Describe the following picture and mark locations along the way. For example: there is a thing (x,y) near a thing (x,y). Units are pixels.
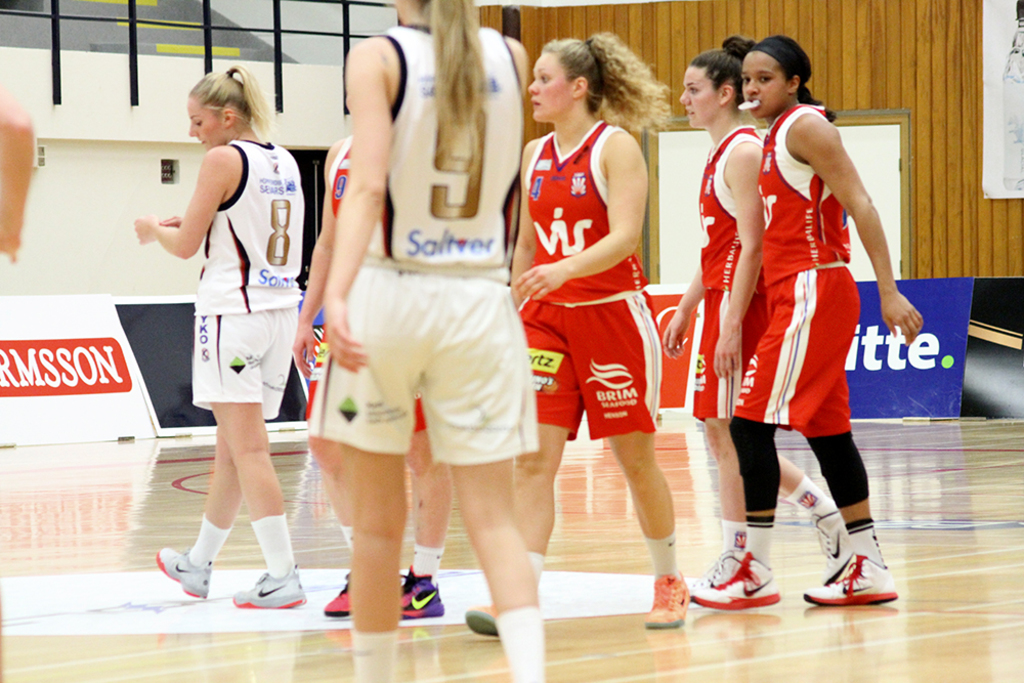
There is a group of persons (492,282) present in the middle of this image (658,231), and there is a wall (112,157) in the background (676,44). There are some advertising boards (896,364) present behind to these persons (315,348).
